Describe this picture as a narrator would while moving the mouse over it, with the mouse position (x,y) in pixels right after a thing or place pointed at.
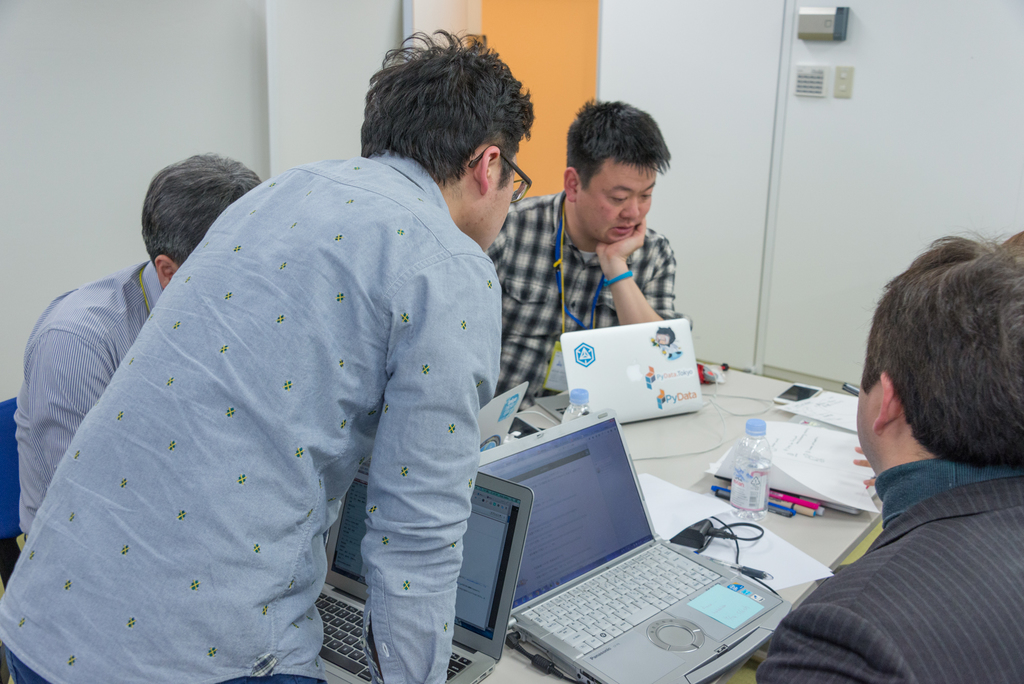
In this image I can see on the left side (229,463) there is a man (376,463), he is standing, at the bottom (503,486) there are laptops (561,553). These three men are working with their laptops (595,499), on the right side (757,475) there is a water bottle (745,478) on the table (709,484).
